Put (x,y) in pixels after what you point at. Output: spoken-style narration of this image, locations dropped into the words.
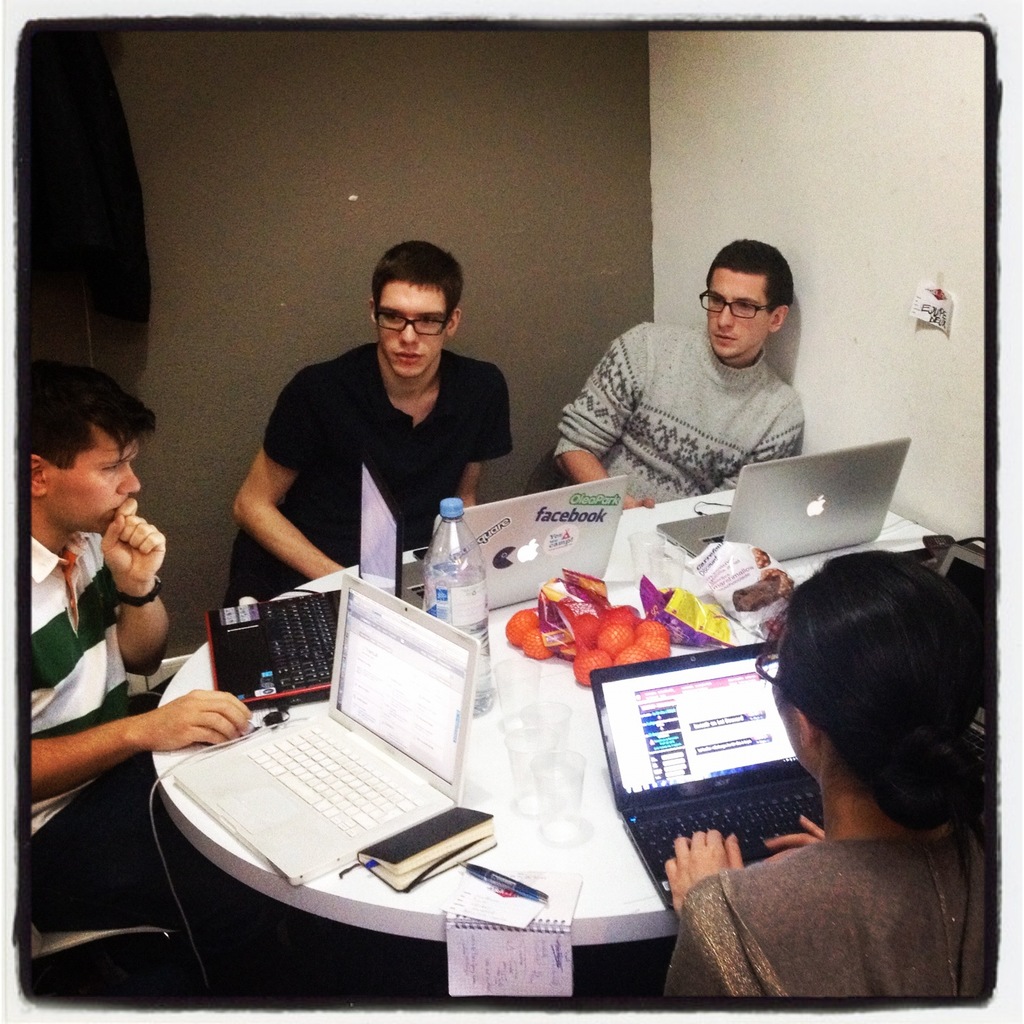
In this image I can see few people (434,482) are sitting in-front of the table (297,903). These people (155,906) are wearing the different color dresses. On the table (511,843) I can see the laptop (374,792), books (463,848), bottles (472,610), papers (513,900) and the food items (543,624). In the background (536,197) I can see the wall (358,249).
